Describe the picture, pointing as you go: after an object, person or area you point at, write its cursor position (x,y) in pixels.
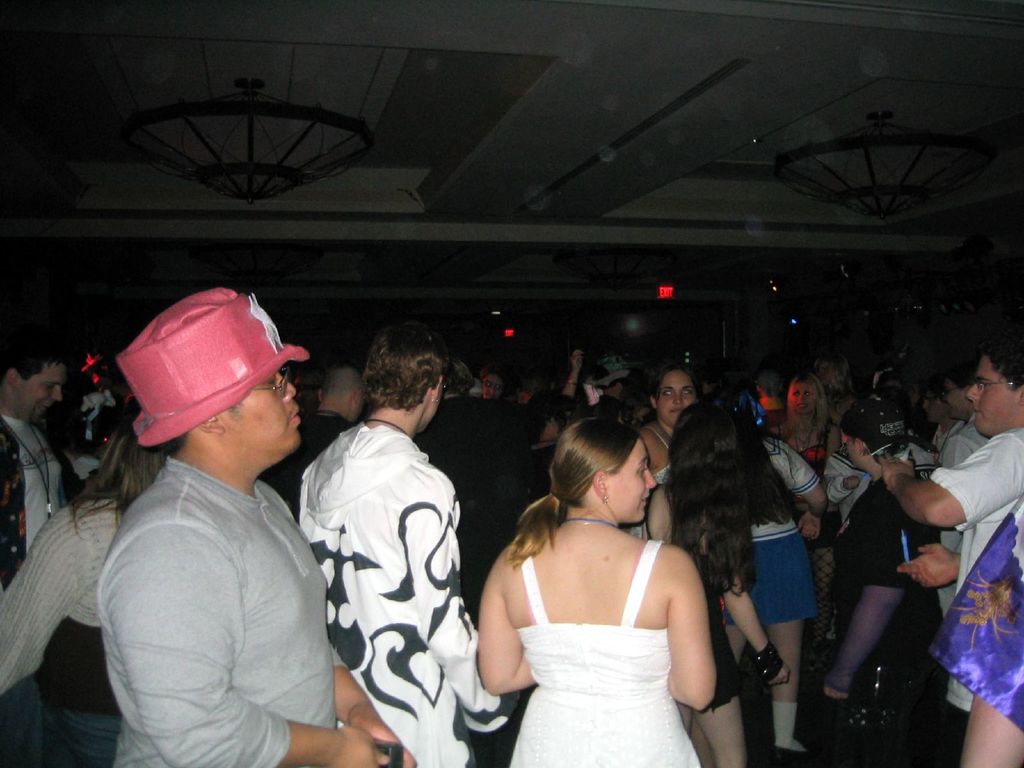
In this image we can see people (731,532) standing. In the background (683,337) there is a wall (604,321) and we can see lights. At the top (870,145) there are chandeliers (870,145).
